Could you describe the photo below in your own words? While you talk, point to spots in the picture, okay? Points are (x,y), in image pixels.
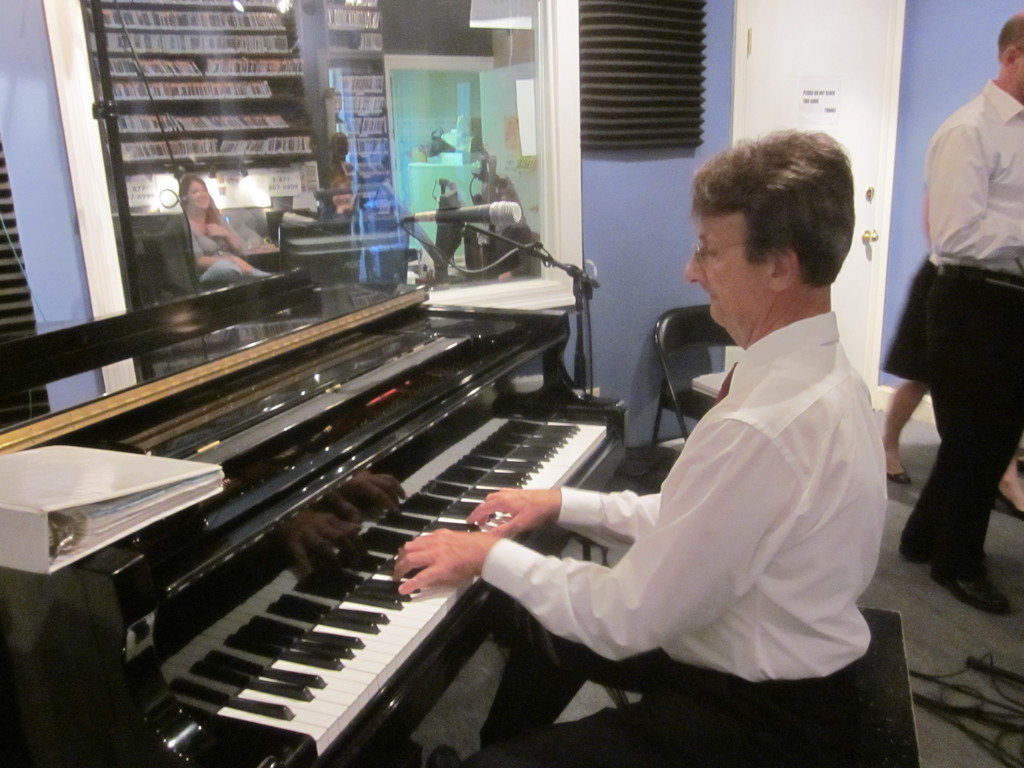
There is a man (739,490) who is sitting on a bench (884,705) and he is playing piano (427,529). In the background (789,75) we have a door (782,100) and a wall (990,36). There is a mic (495,215) in front of man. There is a glass reflection (352,66) in which we can see a woman (208,253). There is a file (124,488) on the desk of piano (240,506). There is a man (965,301) standing to the right side of the photo (1002,209).
